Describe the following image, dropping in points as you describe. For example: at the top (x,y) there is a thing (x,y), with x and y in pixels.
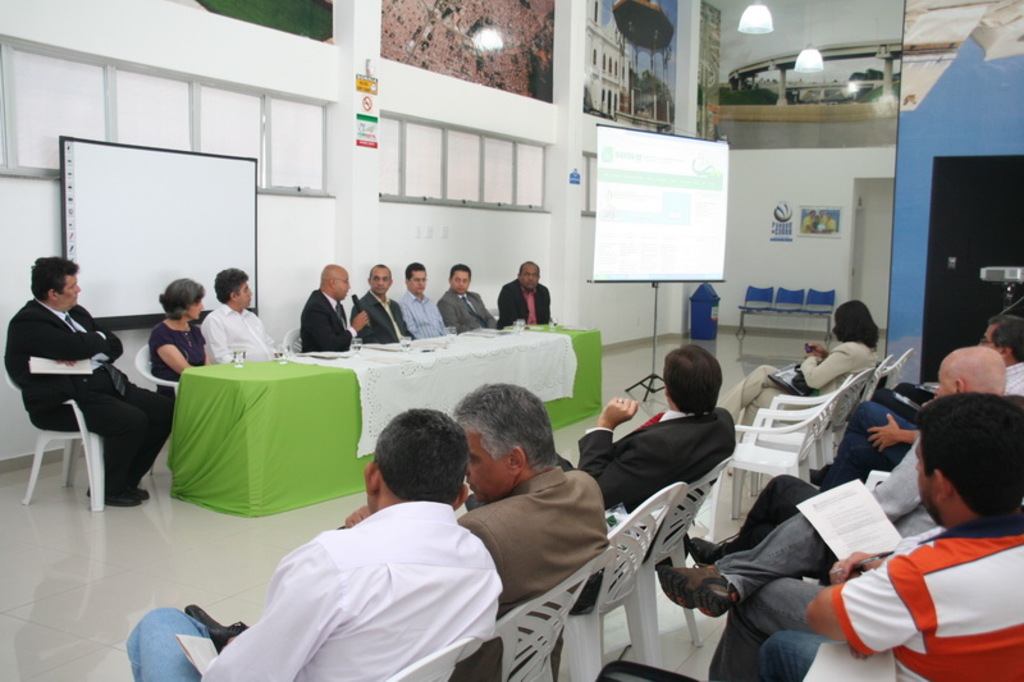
In this picture we can see some people (253,321) sitting on the chairs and giving a speech. Behind there is a projector screen (650,209) and white wall (374,177). In the front (825,617) there are some people (483,463) sitting on the chair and listening to them. On the top (614,114) we can see the photo frame (614,114) and hanging lights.
